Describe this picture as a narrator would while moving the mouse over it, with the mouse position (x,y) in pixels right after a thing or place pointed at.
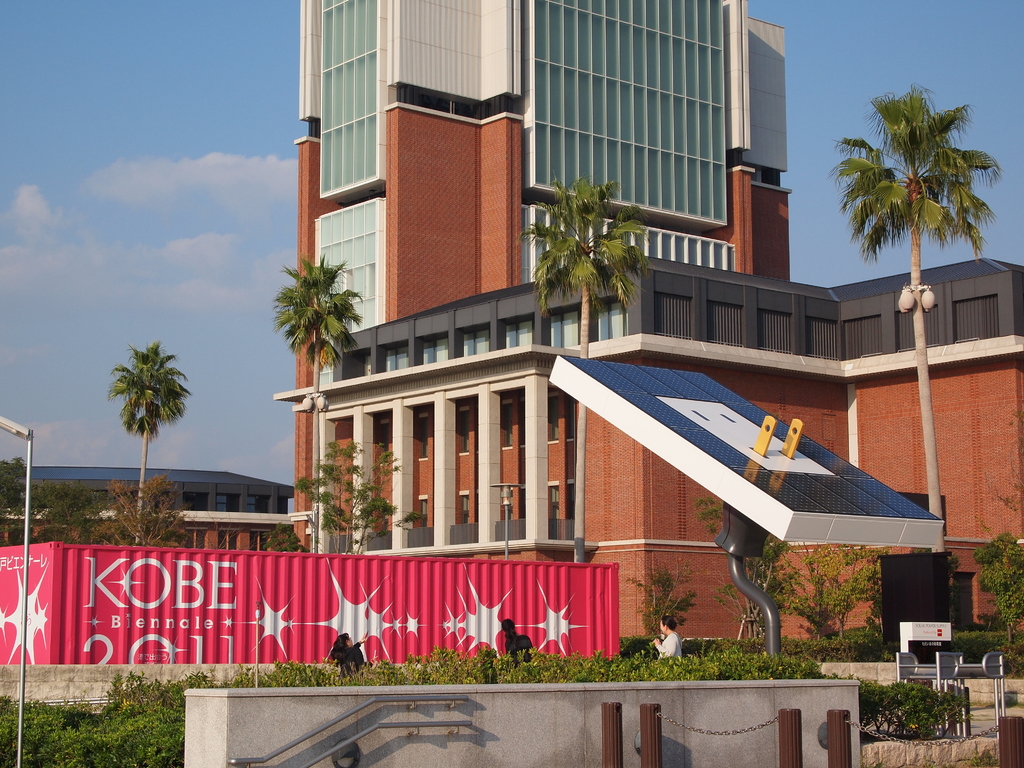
In the image there are buildings (398,221) in the back (516,446) with trees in front of it, there is a statue (756,480) on the right side (689,411) and above its sky (134,141) with clouds (213,174).
